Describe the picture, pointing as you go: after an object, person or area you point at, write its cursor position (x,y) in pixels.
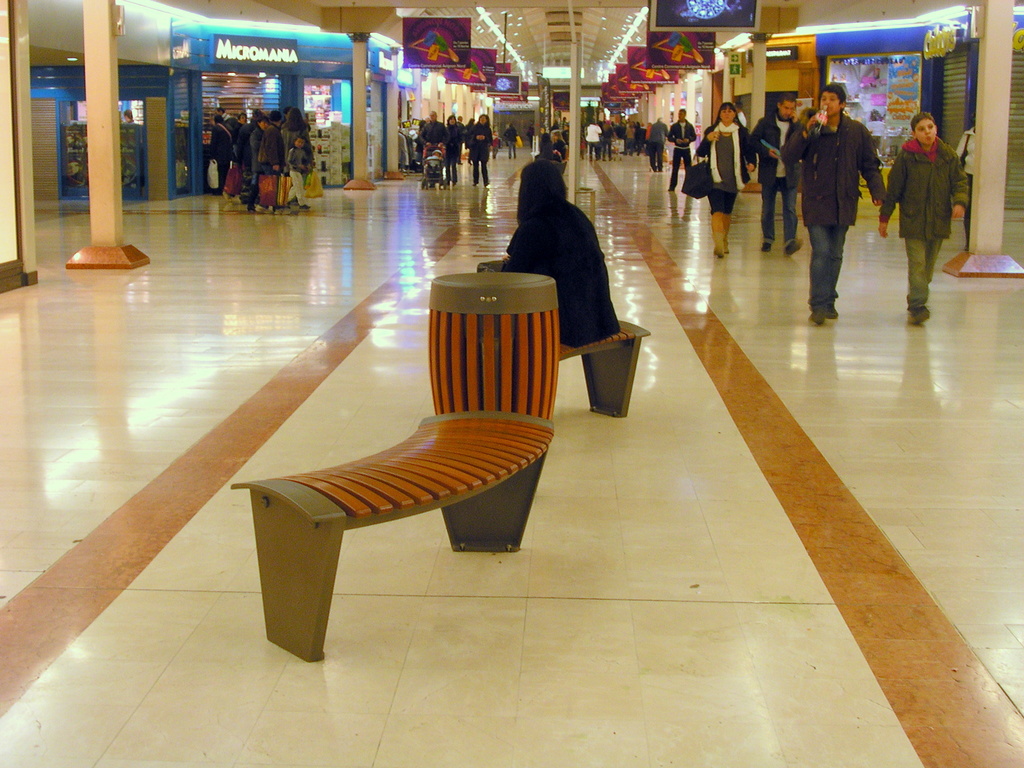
In this image I can see number of people (459,149) are standing, I can see most of them are wearing jackets (599,308). Here I can see few benches (295,515) and in the background (140,1) I can see number of boards (423,25), lights (818,25), pillars (95,175) and over there I can see something is written.
